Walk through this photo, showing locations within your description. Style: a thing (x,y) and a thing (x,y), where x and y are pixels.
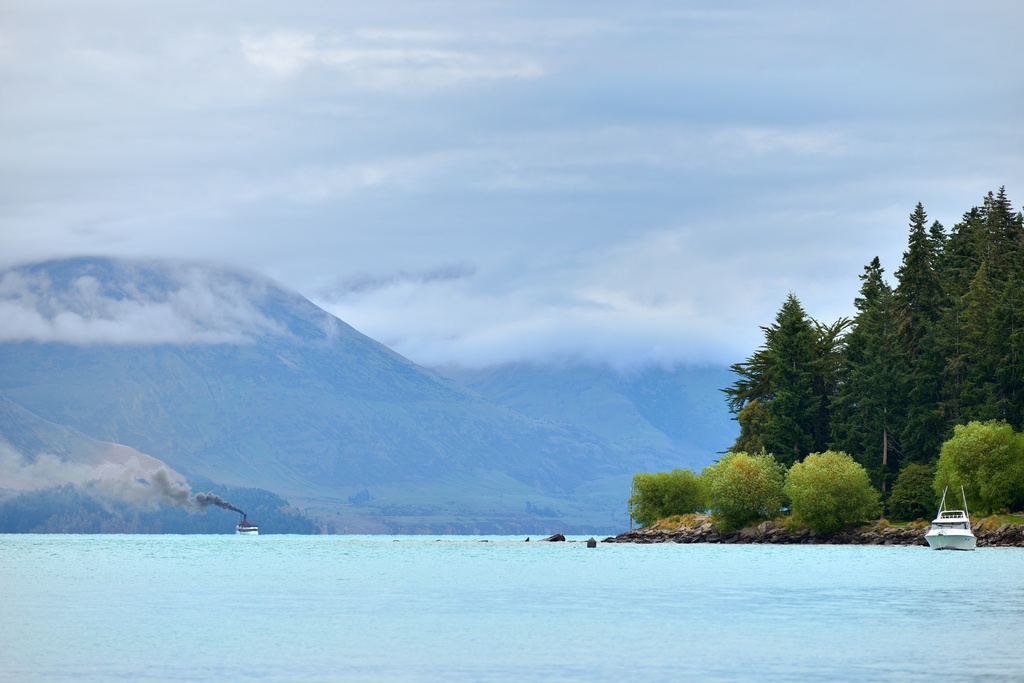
At the bottom of the image (268,586) there is water (616,585) with ships (940,544). On the right side of the image (913,498) there are many trees (833,470). In the background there are hills (296,351). At the top of the image (602,201) there is a sky (290,282) with clouds (447,326).
